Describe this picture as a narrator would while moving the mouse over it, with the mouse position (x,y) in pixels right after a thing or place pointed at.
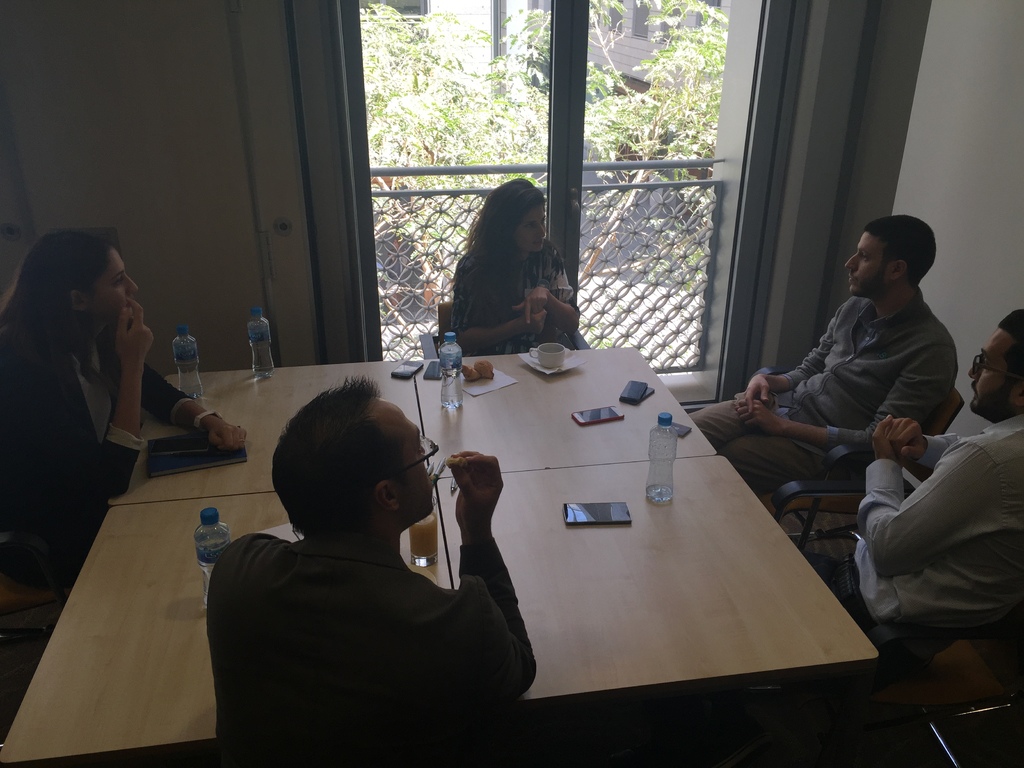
As we can see in the image there are few people (71,293) sitting around table (717,473). On table (599,497) there are mobile phones (615,505), papers (499,388), cup (540,356) and bottles (189,387) and behind this woman (536,207) there are trees (644,148) and fence (636,258).
